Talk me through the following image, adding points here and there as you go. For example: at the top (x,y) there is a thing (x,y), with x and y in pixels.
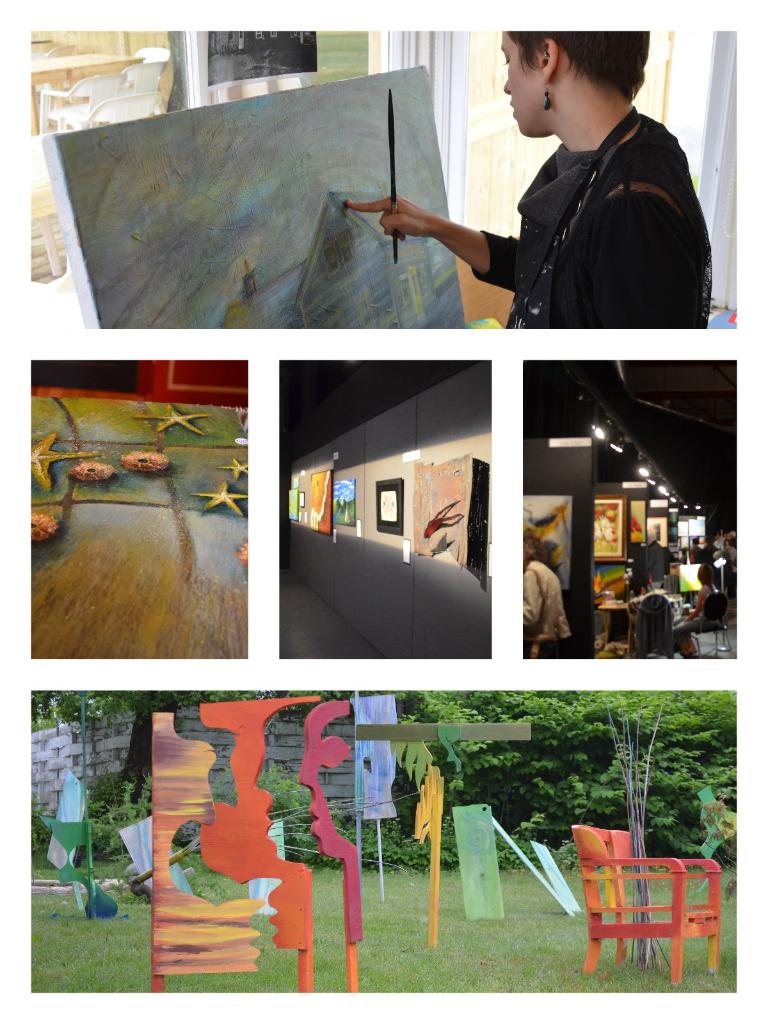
In this image we can see five pictures. In this picture we can see a person (644,208) holding a brush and there is a board (186,260) on which we can see the art (350,282) and in the background (81,73) we can see chairs (120,83), table (123,58) and the wall (425,55). In this picture we can see a starfish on the painting (149,500). In this picture we can see photo frames (440,523) on the wall (369,490). In this picture we can see photo frames (567,541) on the wall (585,520) and people (536,607) here. In this picture we can see board (110,912), chairs (624,879) and the wall (67,761) in the background (55,747).
